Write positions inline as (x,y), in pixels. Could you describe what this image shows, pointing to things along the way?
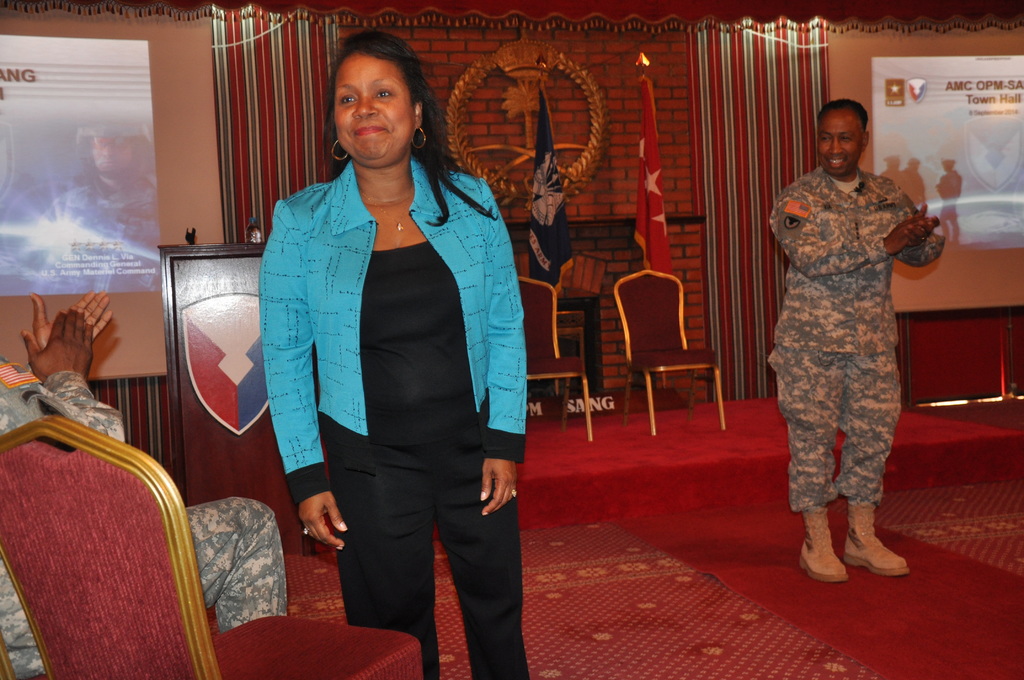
In this image I can see a woman (325,292) standing, wearing a blue coat (477,298) and a black dress (377,361). There is a person (97,429) sitting on the left (203,542). A person (841,179) is standing, wearing an army uniform (801,411). There are chairs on the right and there are flags (645,111) and projector displays (929,165) at the back (940,183).
